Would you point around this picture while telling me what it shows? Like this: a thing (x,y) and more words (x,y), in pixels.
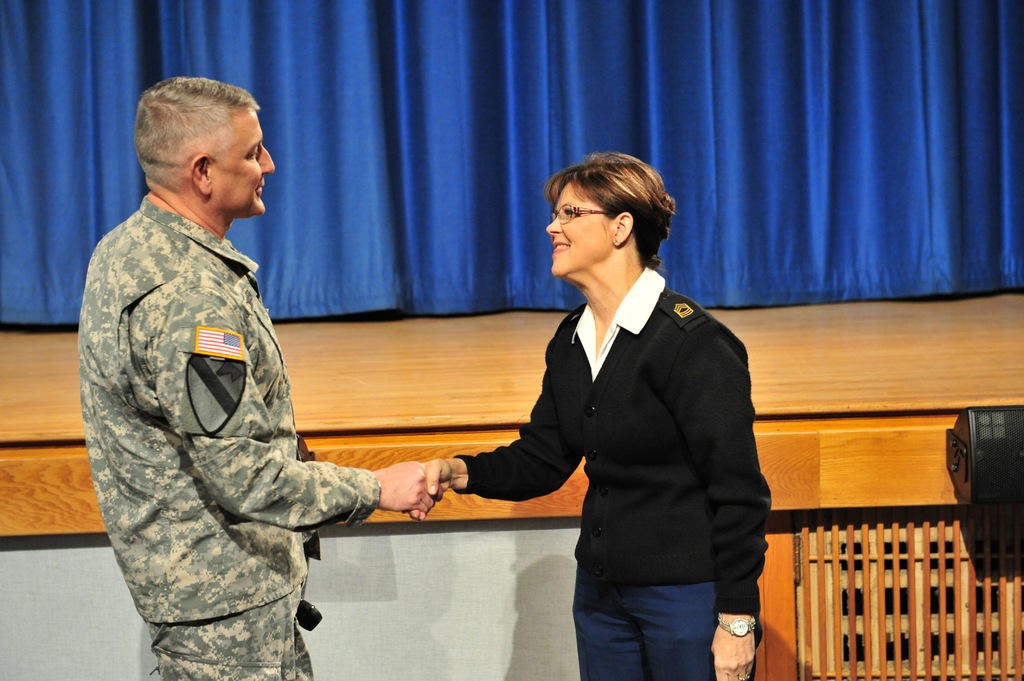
This picture is clicked inside. On the right (750,512) there is a person (686,371) wearing black color blazer (624,456), smiling and standing on the ground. On the left (225,225) there is a man (206,373) wearing uniform (237,511) and standing on the ground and both of them are shaking their hands (463,474) with each other. In the background (804,71) there is a blue color curtain (800,103) and some other objects (897,411).
